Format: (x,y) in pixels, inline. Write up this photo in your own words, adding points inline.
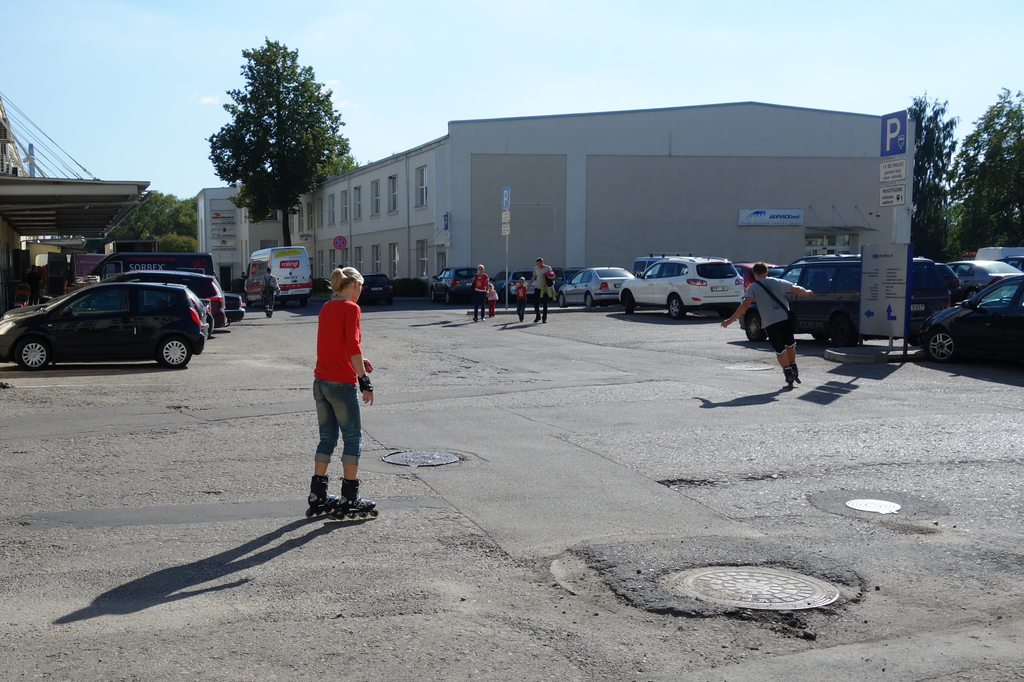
In the middle of the image (521,281) few people (268,291) are doing skating and walking. Behind them there are some vehicles (982,343), poles (907,335), banners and sign boards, trees (958,241) and buildings (228,251). At the top of the image (438,110) there are some clouds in the sky (17,4).
